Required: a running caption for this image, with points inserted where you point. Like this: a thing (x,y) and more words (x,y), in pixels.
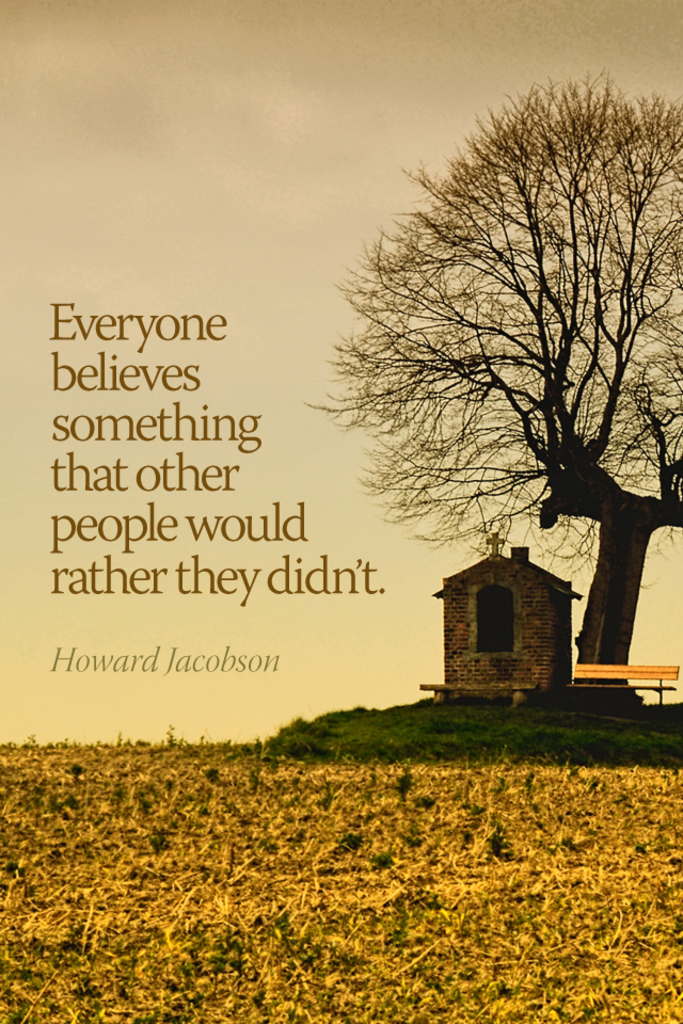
This looks like a poster (254,435) with a quotation (125,339) on it. Here is the tree (597,497) with branches (632,254). This is the bench (597,667). I can see a small house (503,646) with a holy cross symbol (495,548). This is the grass (472,719). This looks like a dried grass (177,912), which is yellow in color.
